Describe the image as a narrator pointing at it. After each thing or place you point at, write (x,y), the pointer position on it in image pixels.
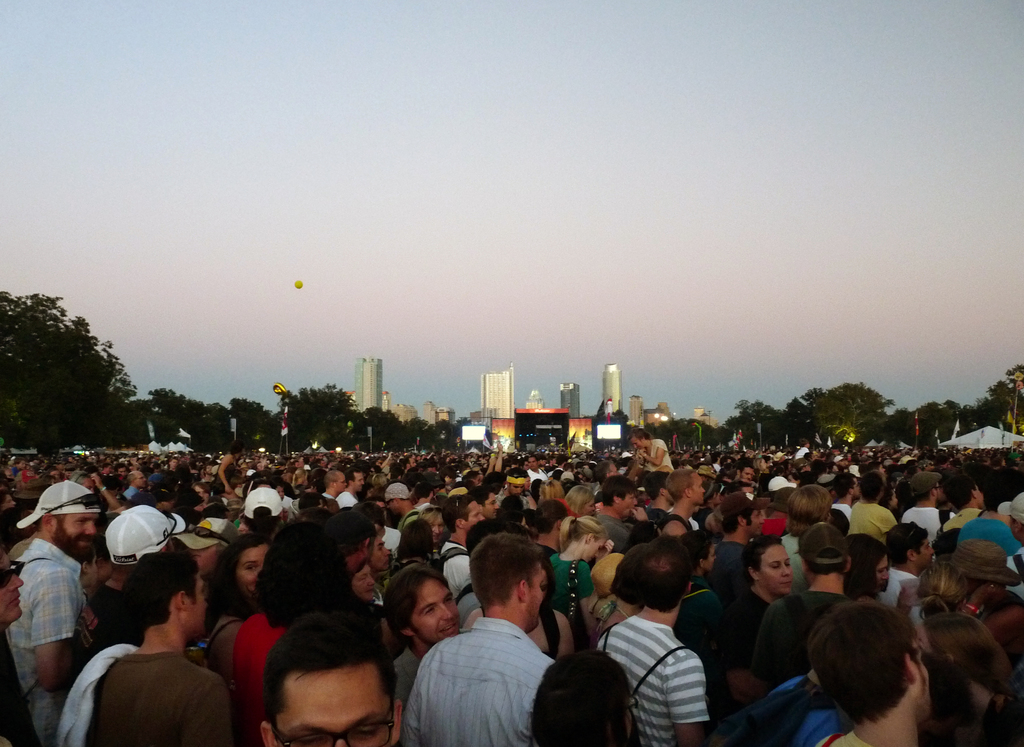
In this image we can see some buildings (348,393), so many people (633,437) are standing, some people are wearing bags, some flags (1009,419) with poles (759,433), two objects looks like balloons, some tents (163,447), some banners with poles (233,433), some boards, some trees (361,434) on the ground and at the top (949,117) there is the sky (1006,134).
